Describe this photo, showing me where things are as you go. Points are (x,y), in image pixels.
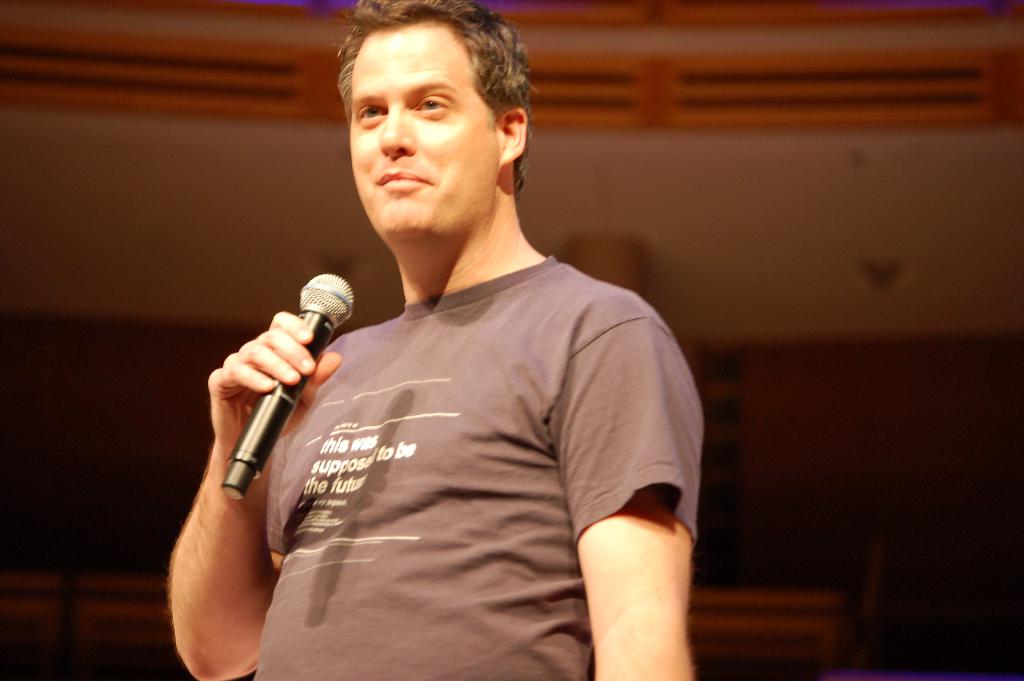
In this image, In the middle (498,301) there is a man (447,365) standing and he is holding a microphone (260,434) which is in black color, In the background (919,182) there is a white color wall (602,185) and there are some yellow color grills (696,115).
